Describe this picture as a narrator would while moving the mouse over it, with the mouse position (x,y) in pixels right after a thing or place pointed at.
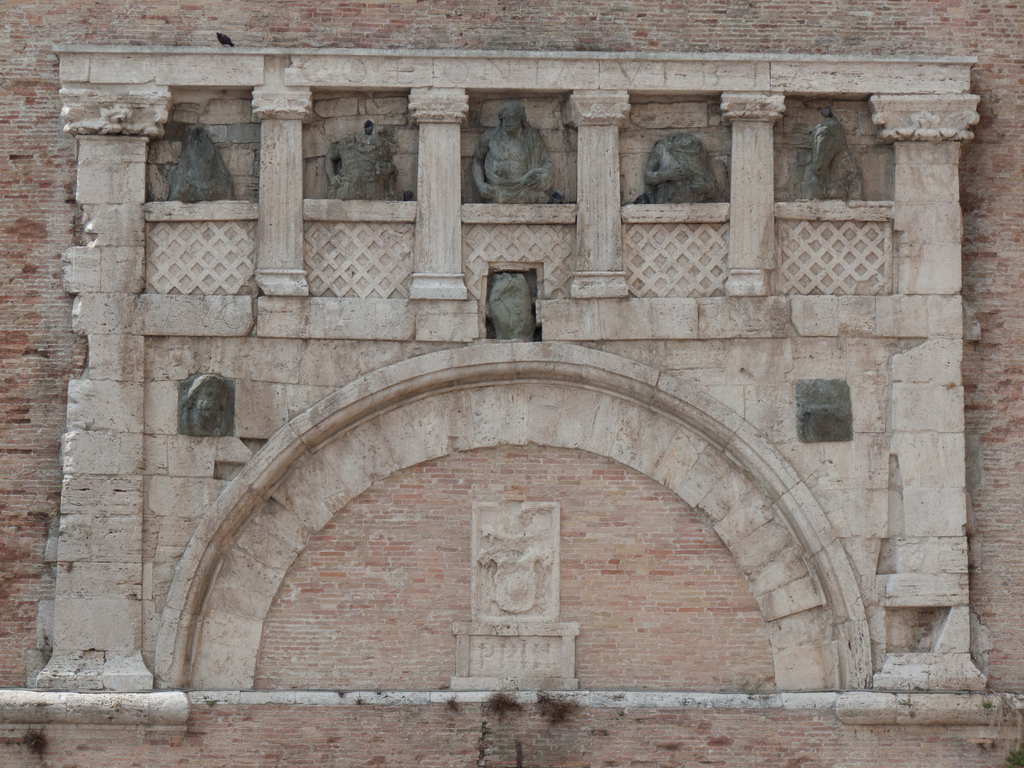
In this image we can see a wall (518,432). On the wall (362,395) there are some carvings (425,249) and sculptures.
